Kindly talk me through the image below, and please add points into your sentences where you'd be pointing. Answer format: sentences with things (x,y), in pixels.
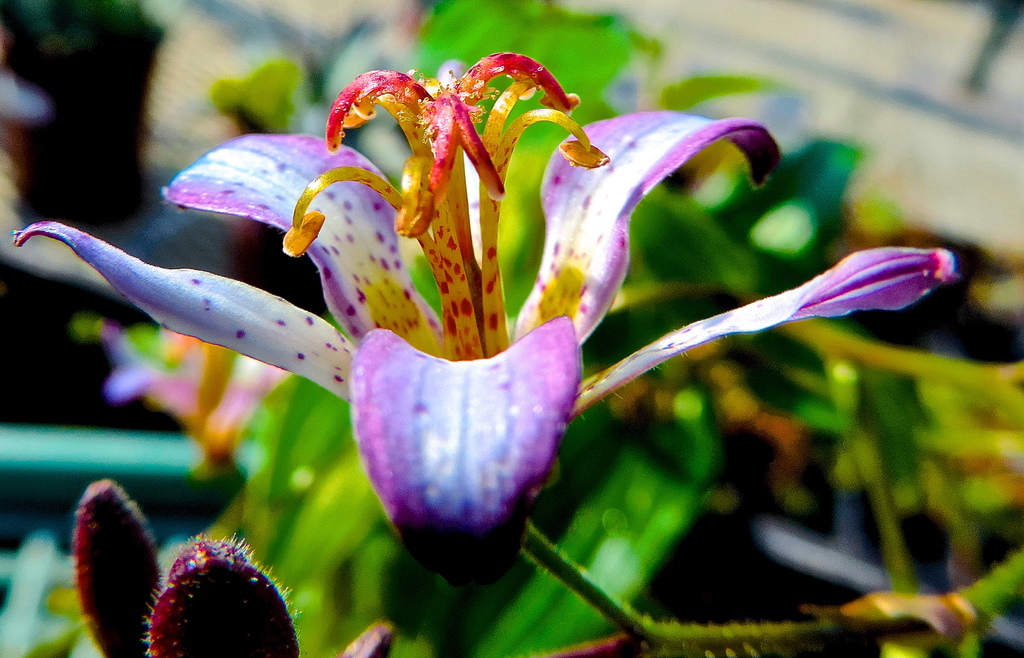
In this image we can see a flower (371,395), buds (234,568), plants (301,414), and the background (84,108) is blurred.
